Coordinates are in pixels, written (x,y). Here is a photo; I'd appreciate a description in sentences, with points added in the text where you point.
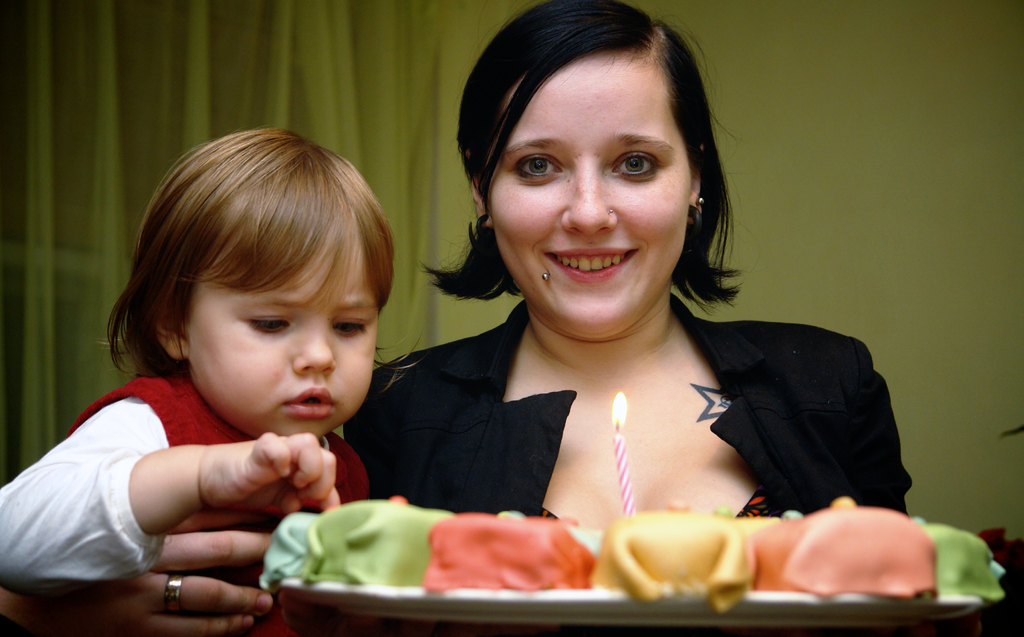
In the foreground (358,380), I can see two persons (534,409) and a plate (604,595) in which food items (683,559) and a candle (628,503) is there. In the background (891,115), I can see a wall (828,89) and curtains (393,86). This image is taken, maybe in a room (879,102).
